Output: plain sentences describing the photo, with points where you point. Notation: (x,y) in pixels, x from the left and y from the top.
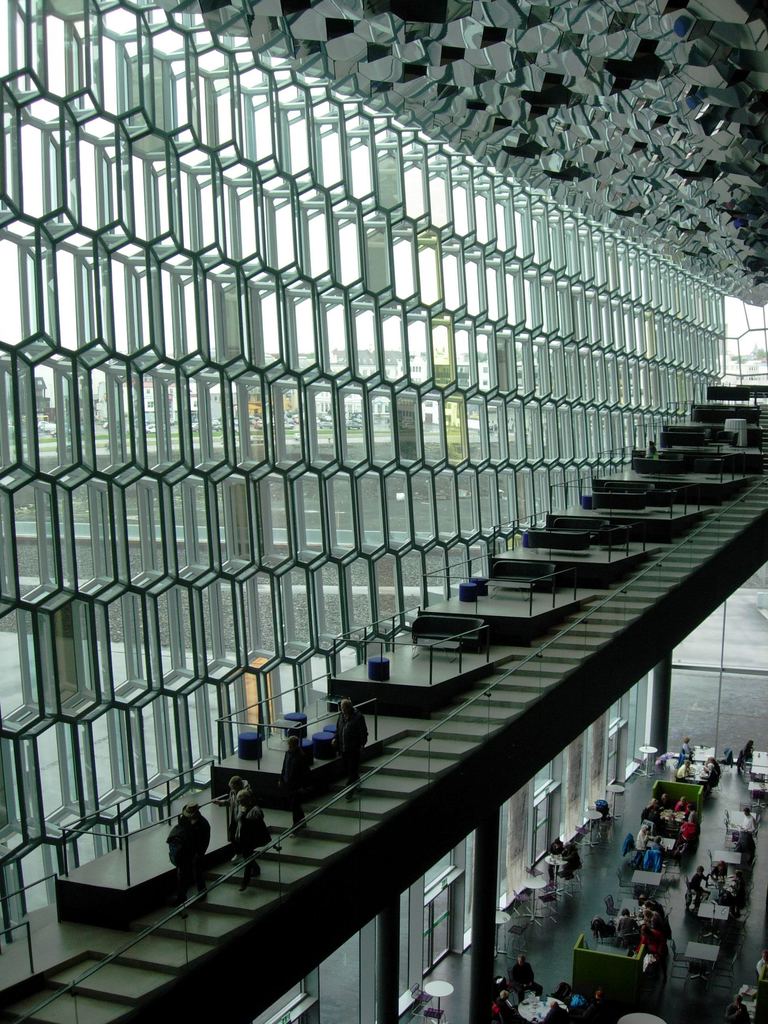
In this picture we can see a few people (715,767) sitting on the chair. There are some tables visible in the bottom right (537,921). We can see a few stairs (459,773), glasses (642,426), chairs (475,642) and a few people (194,820) are walking on these stairs (162,933). There are some glass objects (342,182) on the left side (47,420). Through these glass objects (344,495), we can see a few buildings (374,412) in the background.
